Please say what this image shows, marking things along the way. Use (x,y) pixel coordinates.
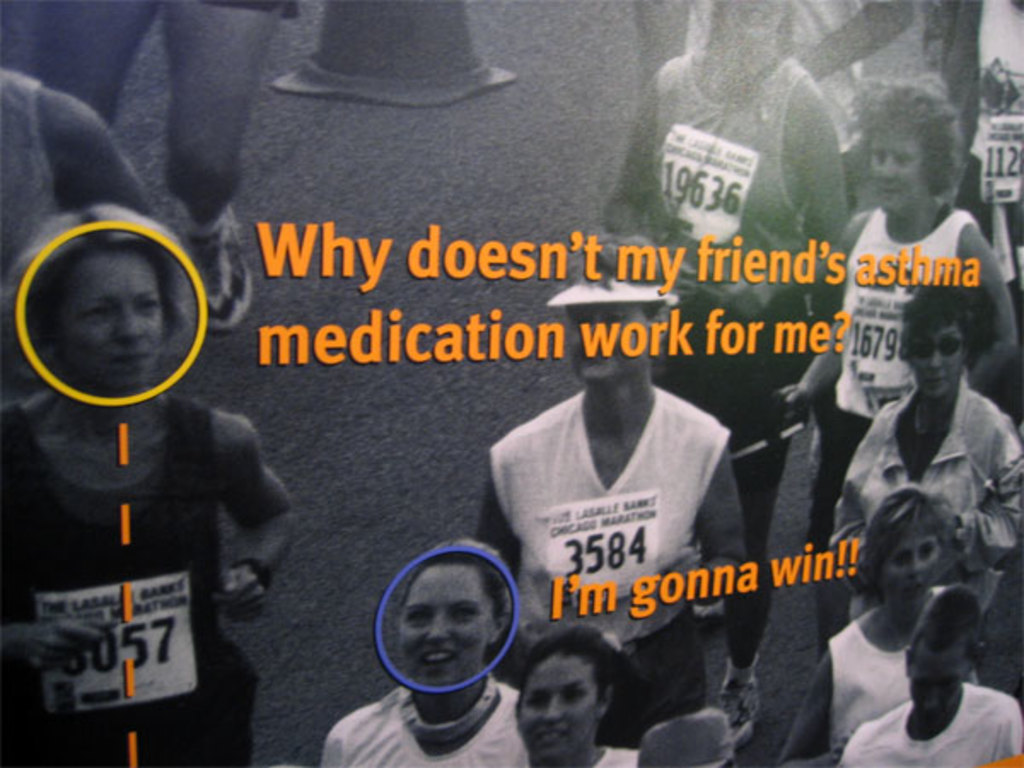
In the picture we can see a photograph (297,684) of some people (31,656) with running wear (634,745) and some numbers (557,574) to it and on it we can see some wordings (332,340) like Why doesn't my friends asthma medication works for me? I'm gonna win.
